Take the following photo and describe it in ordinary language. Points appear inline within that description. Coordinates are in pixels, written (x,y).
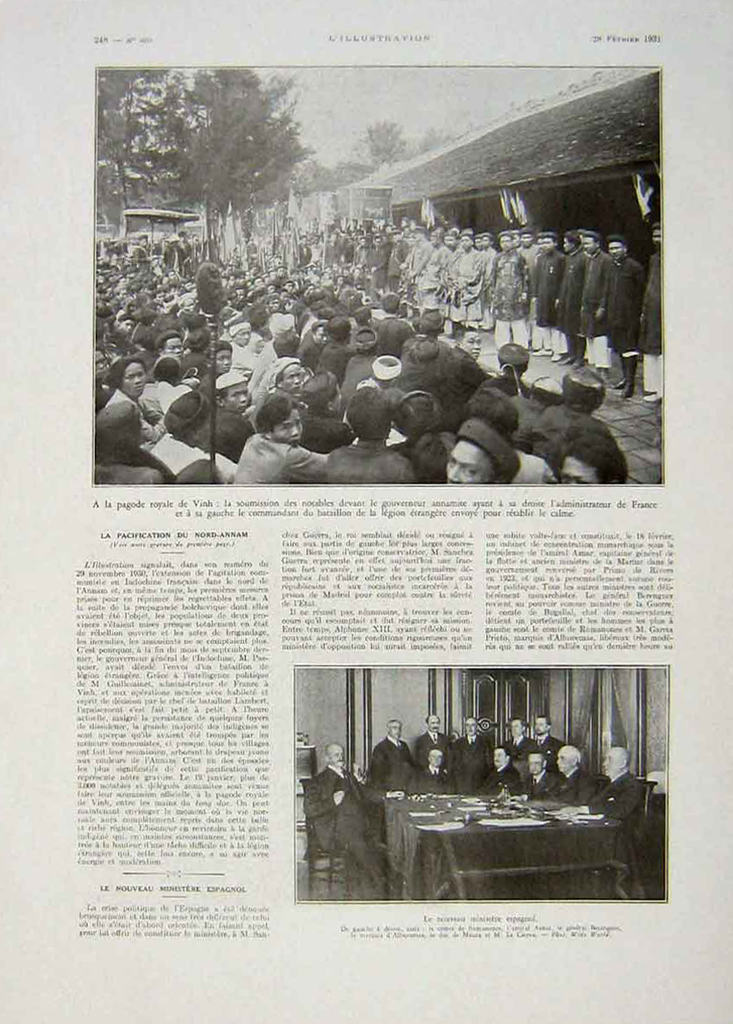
In this picture we can see a paper (390,566), in the paper (449,648) we can find some text (294,582), group of people (324,297) and trees (264,144).
